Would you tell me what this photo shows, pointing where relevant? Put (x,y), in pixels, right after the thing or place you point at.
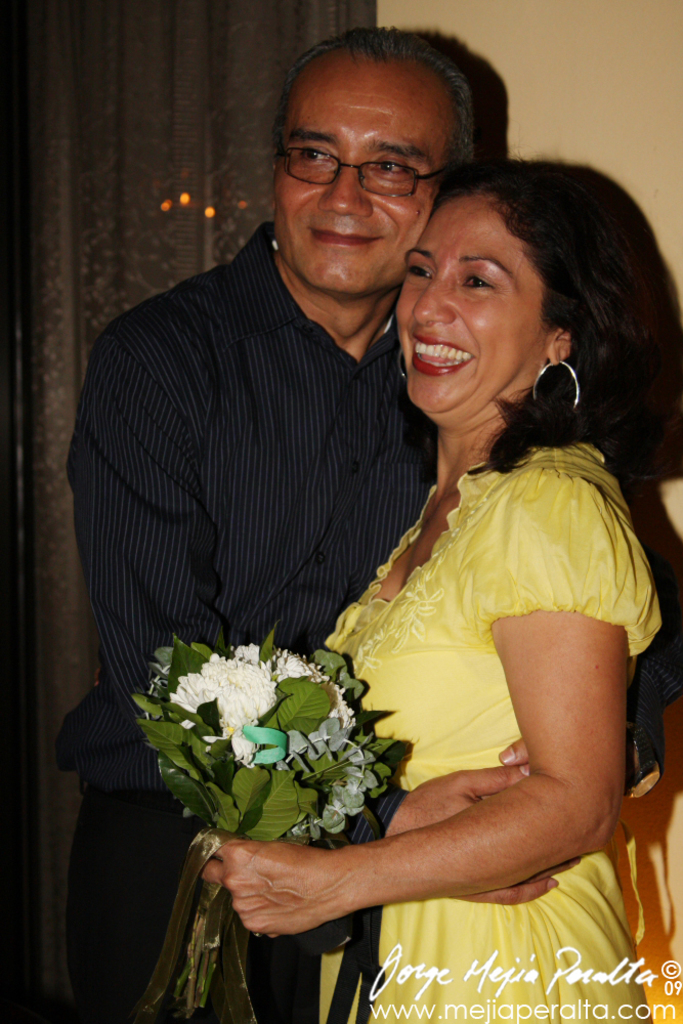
In this image there is a woman (563,777) holding a bouquet (230,833). She is wearing a yellow color dress (507,694). Beside her there is a person (295,483). Background there is a wall (661,52). Right bottom there is some text (533,995).
